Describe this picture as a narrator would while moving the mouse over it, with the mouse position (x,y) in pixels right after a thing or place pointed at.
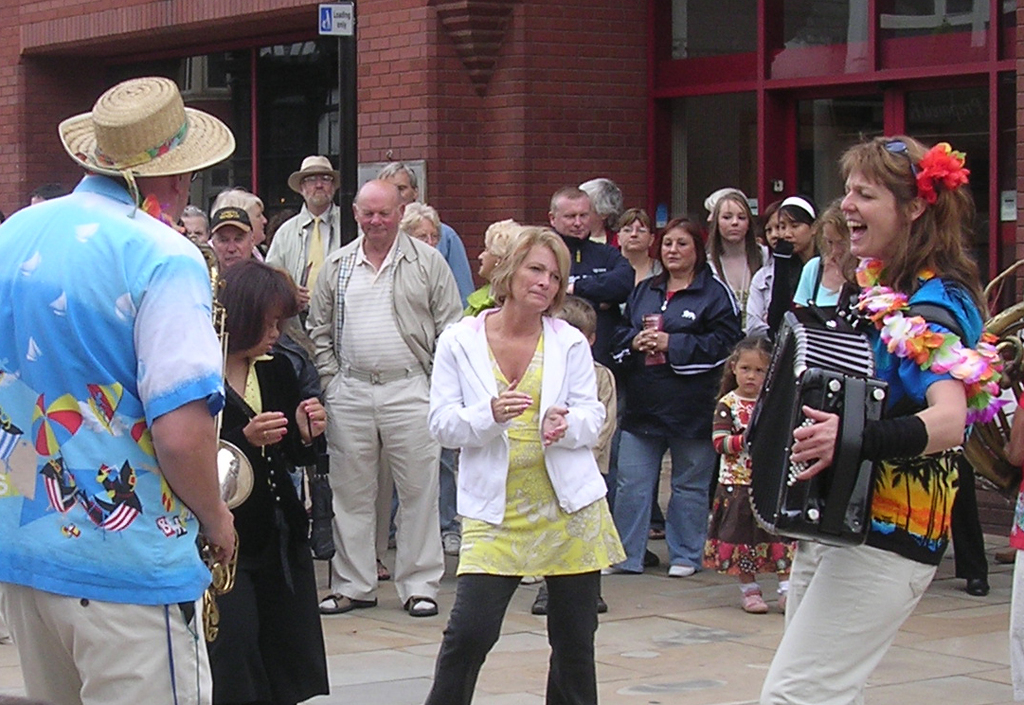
This image is taken in outdoors. There are many people (159,230) in this image standing on the road (381,628). In the left side of the image (138,447) a man (93,437), wearing a hat (139,153) and standing on the road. In the middle of the image (568,389) a woman (522,410) is performing along with two woman (278,461) beside her. In the right side of the image (895,232) a woman (884,478) is playing the music with a musical instrument (842,407). In the background (326,108) there is a wall (464,58) with windows (234,157) and doors (818,145).
